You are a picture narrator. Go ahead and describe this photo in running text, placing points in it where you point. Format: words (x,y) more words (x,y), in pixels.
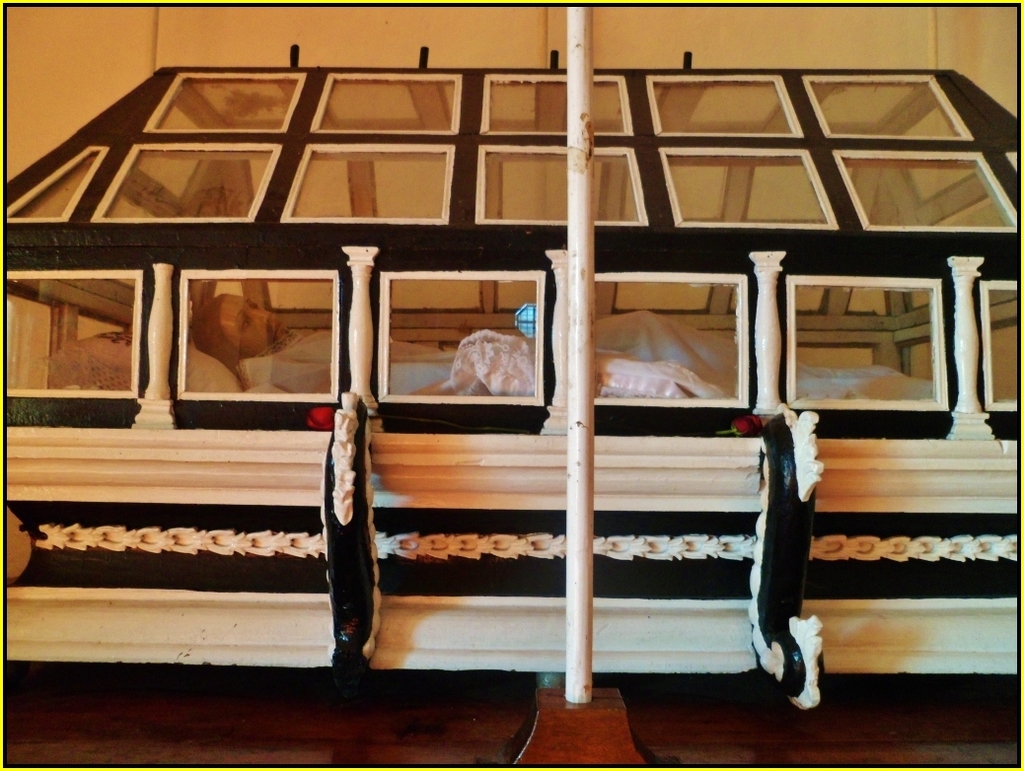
In this image I can see a pole (571,366), a white colour thing (325,391) and in it I can see mannequin of a man (316,384) wearing white dress (285,384).
